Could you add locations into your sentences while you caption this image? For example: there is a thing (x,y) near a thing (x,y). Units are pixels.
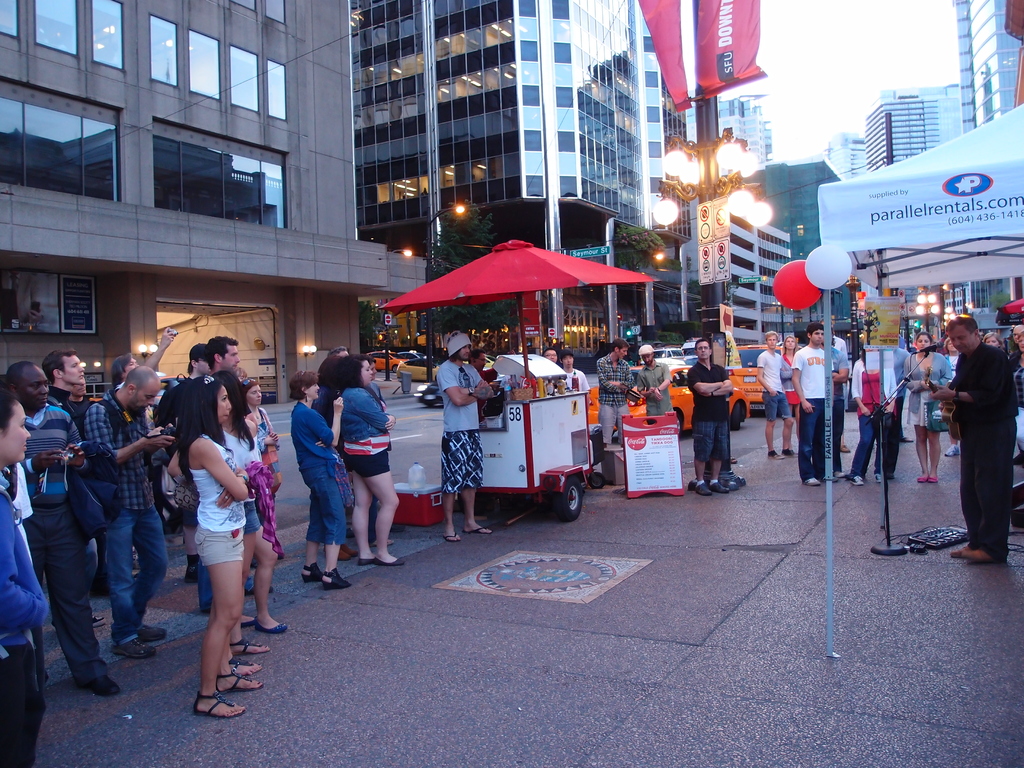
In this image we can see many buildings (427,146). We can see the reflection (215,155) of the building (193,184) on the glasses (161,161) of another building (185,172) at the left side of the image (200,172). There are many vehicles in the image. there are few lights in the image. There are few boards (71,301) on the wall (111,305) at the left side of the image (20,319). There are few boards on the poles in the image. There are few advertising flags (730,42) in the image. There are few objects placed on the ground (946,624). There is a tent (928,204) at the right side of the image (912,216). There are many people (971,440) in the image. A person (962,424) is playing a musical instrument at the right side of the image (984,424).
